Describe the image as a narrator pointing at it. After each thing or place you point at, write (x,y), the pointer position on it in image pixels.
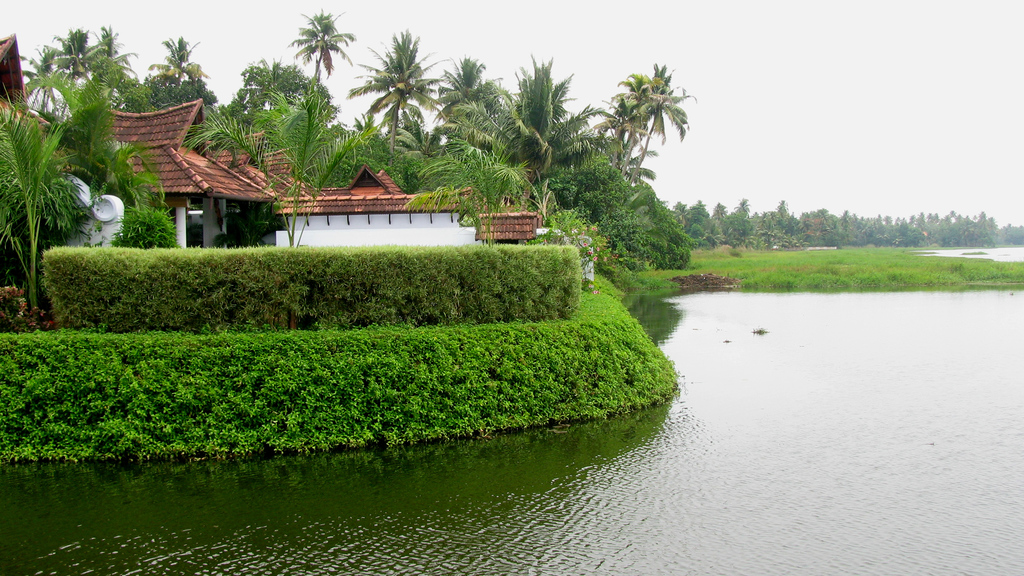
In this image we can see some houses (430,215) with roof (326,211) and pillars (205,245). We can also see a large water body (900,456), some plants (405,368), a group of trees (641,260), grass (787,277) and the sky (801,115) which looks cloudy.
